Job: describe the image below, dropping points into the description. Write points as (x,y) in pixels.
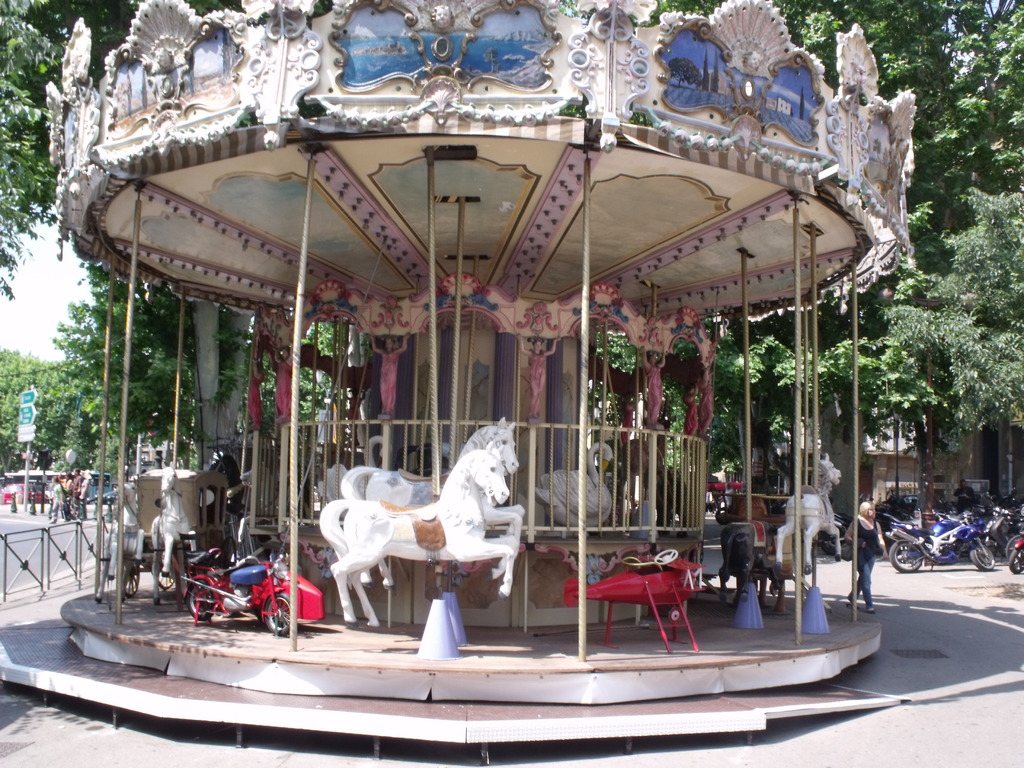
In this picture I can observe carousel (351,321) in the middle of the picture (494,475). On the right side (959,531) I can observe bikes (959,531) parked in the parking lot (975,573). In the background (185,369) I can observe trees (49,395).
